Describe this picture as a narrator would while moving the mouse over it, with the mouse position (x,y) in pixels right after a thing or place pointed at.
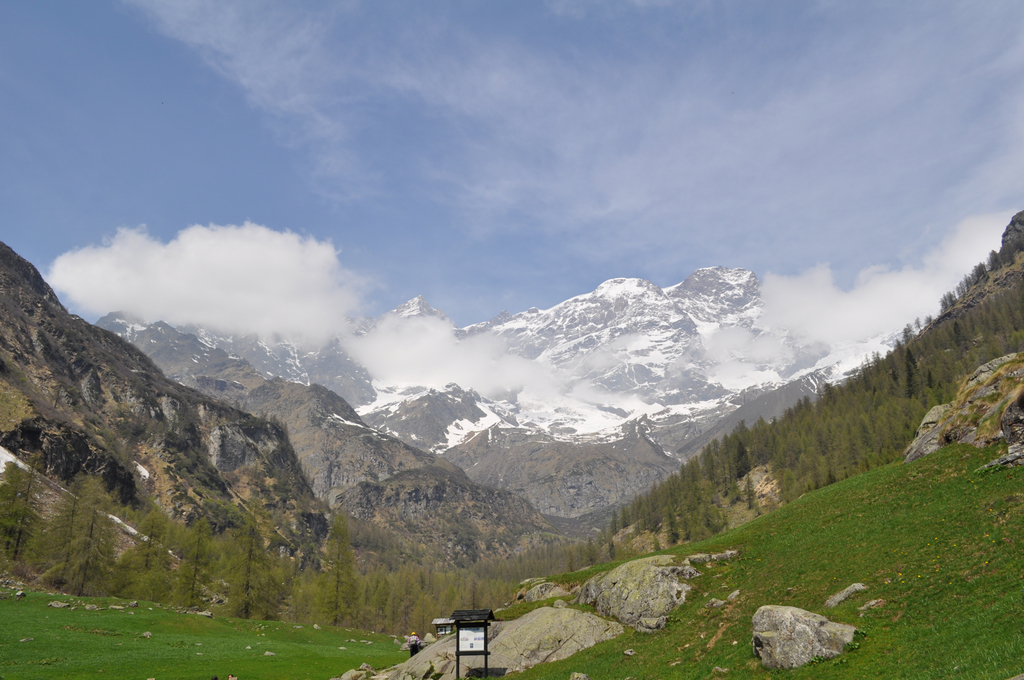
On the left side (25,296), there is a mountain (6,328), there are trees (81,512) and grass (40,612) on the ground (200,622). On the right side (885,623), there are rocks (567,629) and grass (889,483) on the hill (866,498). In the background (708,319), there are mountains (345,485), on some of the mountains (331,352), there is snow (630,366), there is mist (558,392) and there are clouds (168,257) in the blue sky (222,7).
